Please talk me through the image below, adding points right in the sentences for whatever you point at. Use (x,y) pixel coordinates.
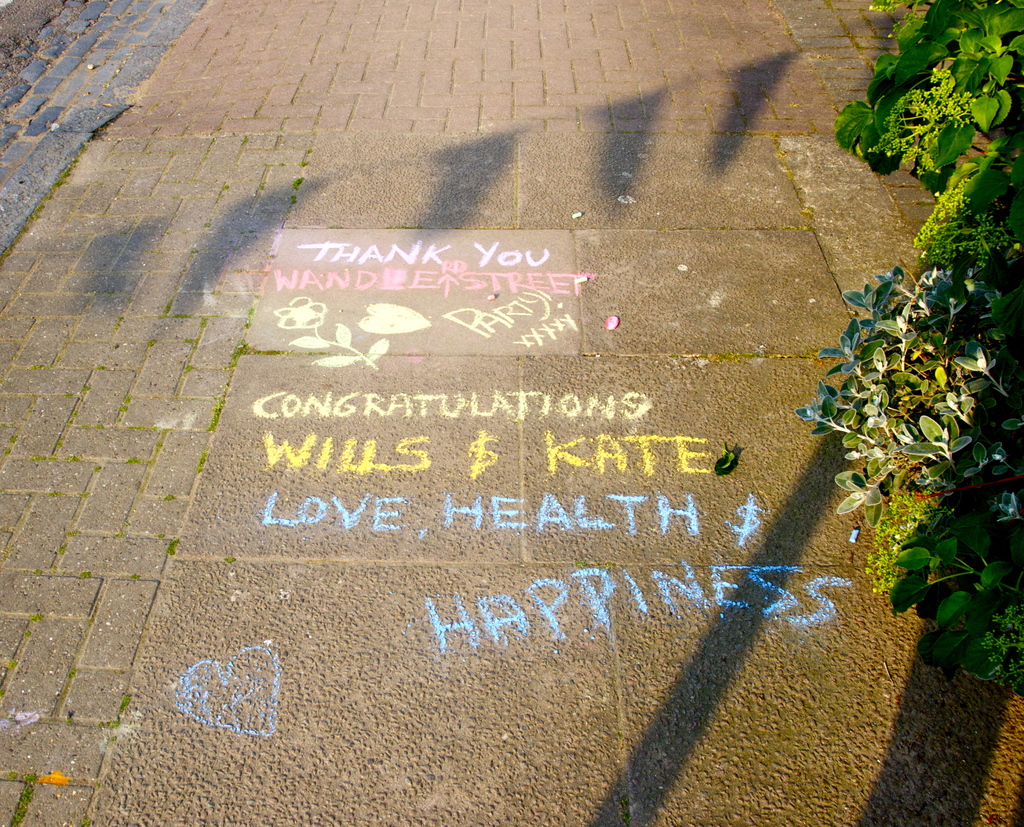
In this image we can see the written text (701,442) and some drawing (306,342) on the ground (415,592). On the right side (898,532) we can see some plants (941,501).
